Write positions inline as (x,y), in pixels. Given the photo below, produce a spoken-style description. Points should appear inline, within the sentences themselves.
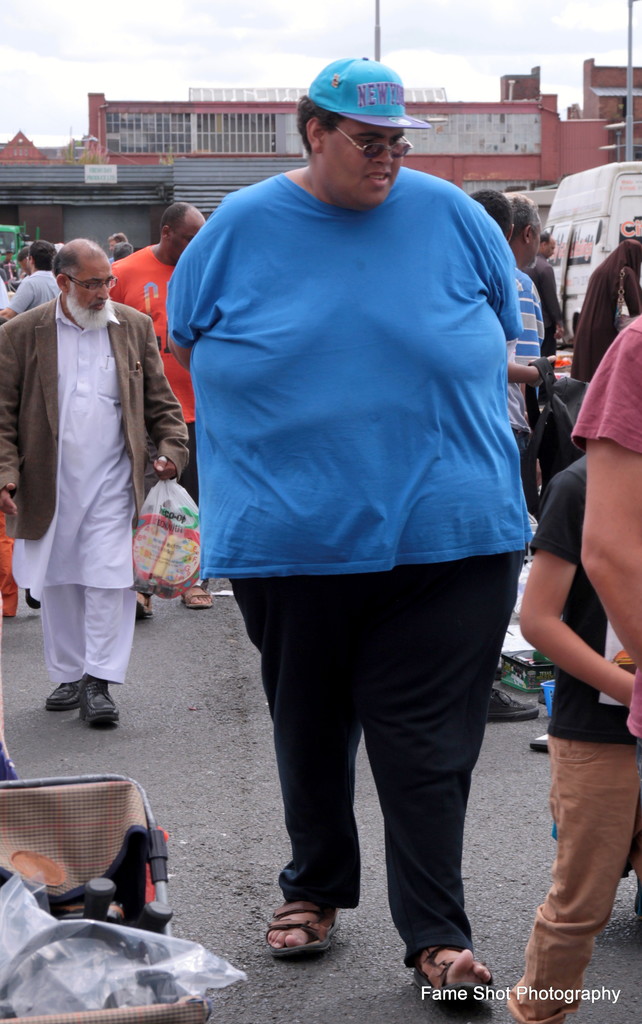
In this image I can see a person (213,477) standing in the front (270,331), wearing a blue cap (371,104), goggles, blue t shirt (402,495) and pant (429,903). There is a stroller (67,778) on the left (60,895) and other people (71,400) are present. There are poles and buildings (279,146) at the back (114,219). There is sky (117,42) at the top (117,42).
